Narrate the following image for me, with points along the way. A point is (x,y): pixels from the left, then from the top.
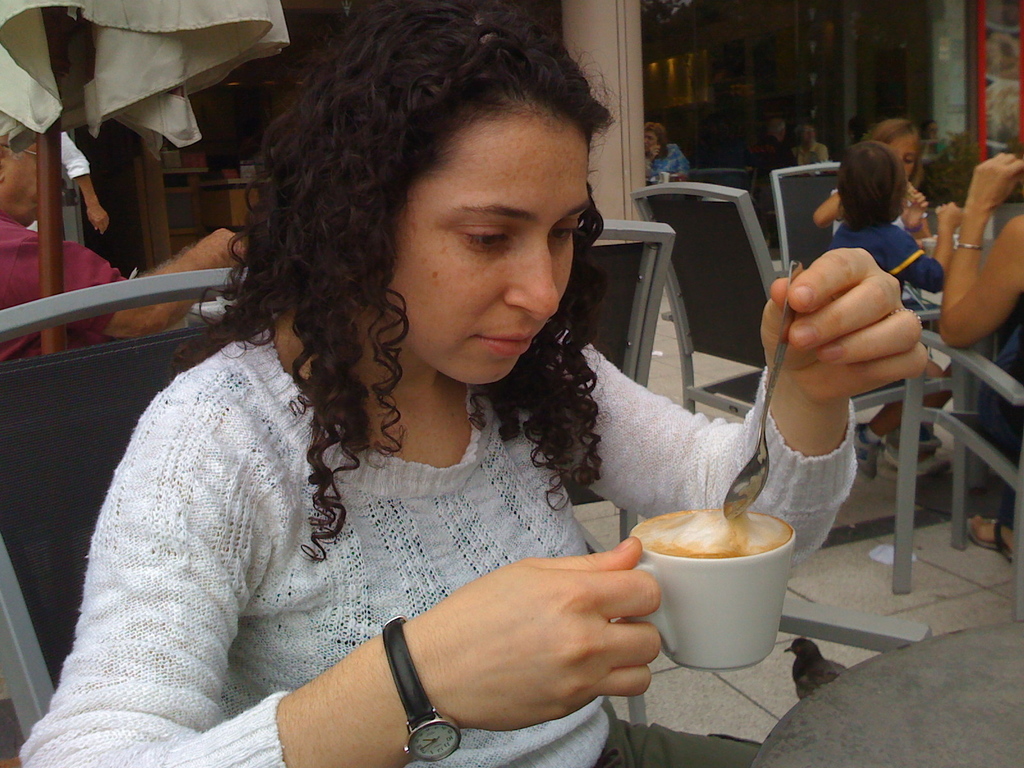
In this image i can see a lady person (296,460) wearing white color dress (350,583) having coffee (763,535) and at the background of the image (829,208) there are group of persons (816,149) who are sitting on the table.
